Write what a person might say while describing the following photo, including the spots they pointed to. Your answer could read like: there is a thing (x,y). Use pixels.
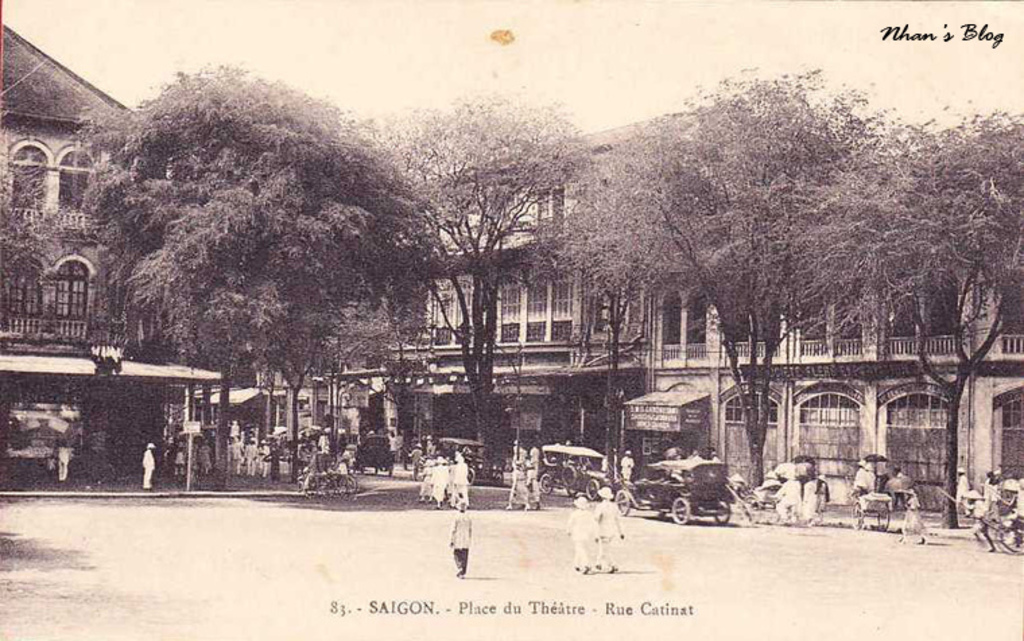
In front of the image there are people (323,461) walking. There are vehicles (781,501), trees (757,396), buildings (770,400). At the top of the image (627,42) there is sky (604,51). There is some text (902,35) at the top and bottom of the image (353,612).
